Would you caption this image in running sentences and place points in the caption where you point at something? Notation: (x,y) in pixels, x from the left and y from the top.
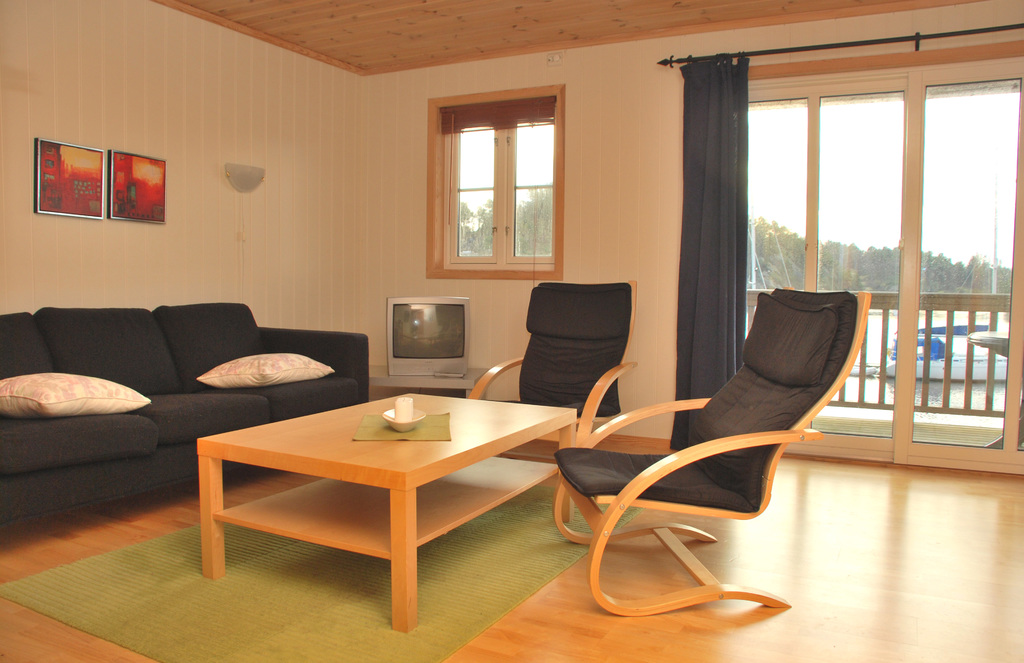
In this image, we can see chairs (569,323) in front of the table (434,481). There is a sofa (153,359) on the left side of the image (119,434). There are photo frames (111,184) on the wall (198,193). There is a TV (433,328) and window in the middle of the image (455,303). There is a curtain (722,202) in front of the window (772,202) which is on the right side of the image (994,341). There is a ceiling (507,53) at the top of the image (409,30). There is a mat (269,564) at the bottom of the image (450,602).
